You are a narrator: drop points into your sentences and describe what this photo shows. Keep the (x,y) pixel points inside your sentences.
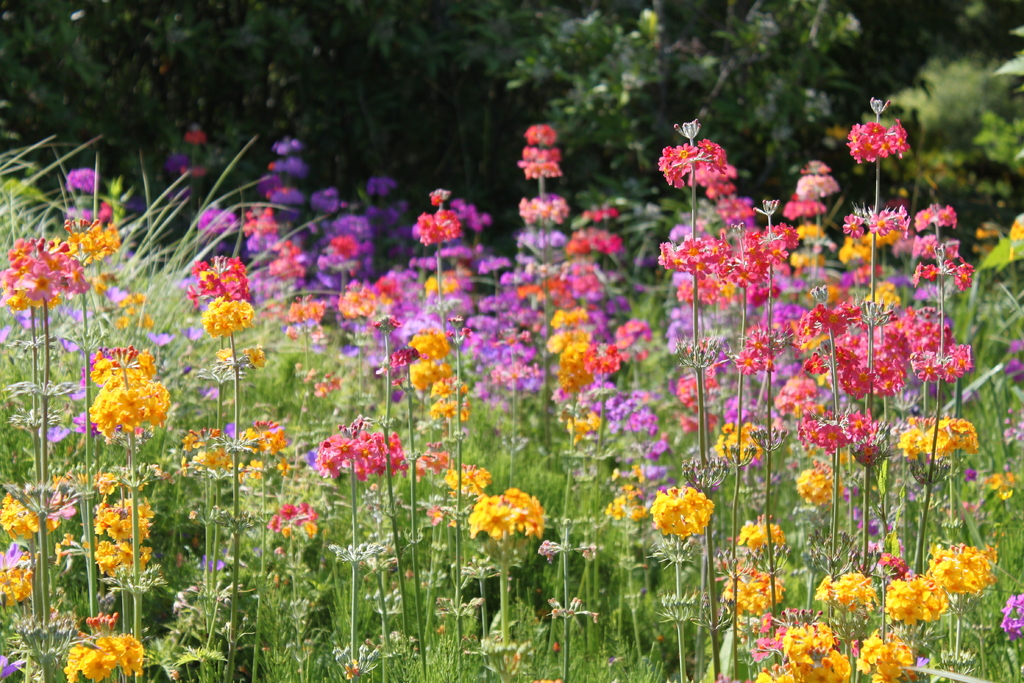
Here we can see plants (437,483) with flowers (327,449). In the background (511,218) there are trees (406,190).
